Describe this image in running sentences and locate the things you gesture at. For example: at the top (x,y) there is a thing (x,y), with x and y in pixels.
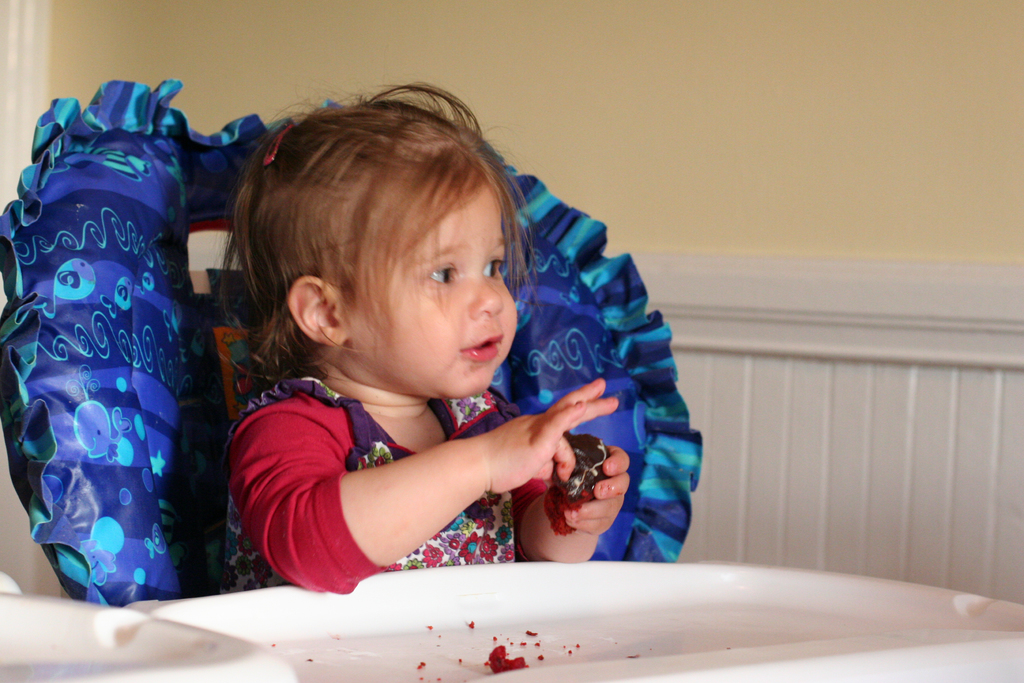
This picture is clicked inside. On the left (320,394) there is a kid (303,429) wearing t-shirt (327,428), holding some food item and sitting on a blue color high chair (112,345). In the foreground (113,669) there are some objects (105,639) placed on the top of the tray (941,680). In the background (967,195) there is a wall (946,101).
